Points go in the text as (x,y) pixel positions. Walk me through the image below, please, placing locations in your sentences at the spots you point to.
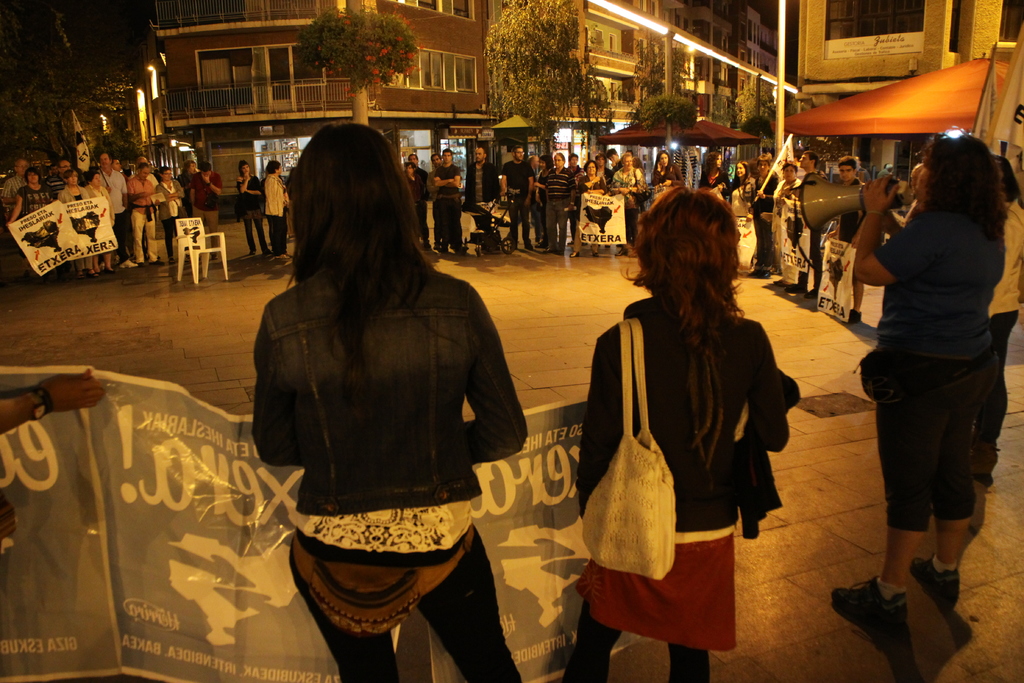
In this image, we can see three people (371,371) are holding a hoarding (43,463). On the right side (925,243), we can see a woman (929,225) standing and holding a megaphone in her hand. In the background (194,216), we can see a group of people (126,264), chairs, posters (607,203), trees (590,109), buildings (238,106), lights (569,134).
